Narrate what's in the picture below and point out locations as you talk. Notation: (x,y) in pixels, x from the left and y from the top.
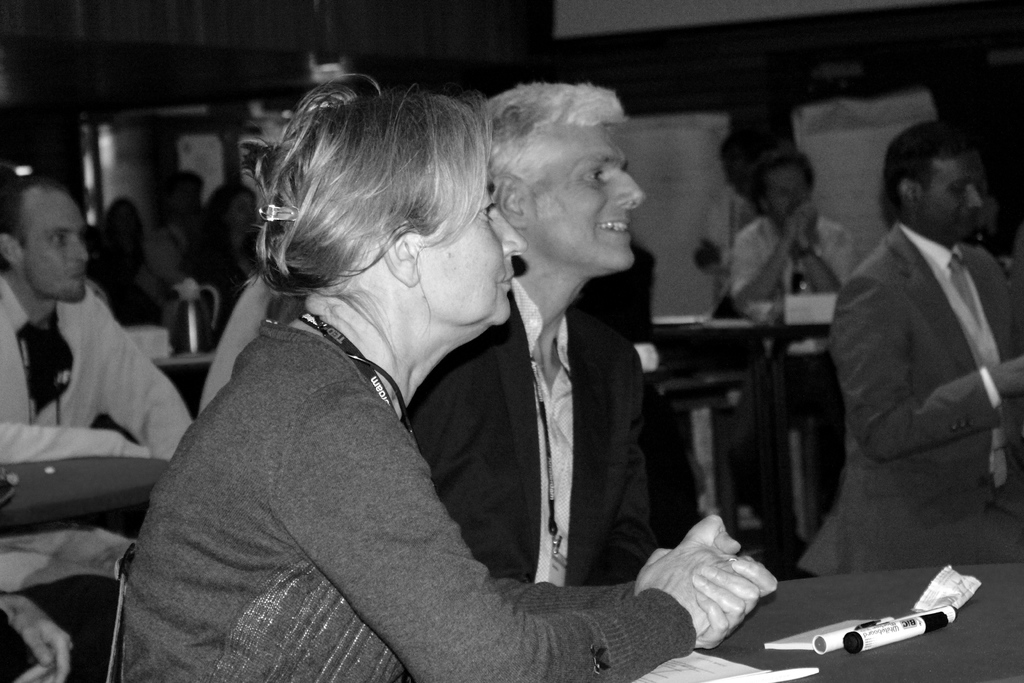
In this image we can see few people (343,429) sitting on chairs (732,380) in a room (670,384) and there are tables (873,594), on the table (1007,606) there are pens (893,617) and paper (682,678) and on other table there is a jug (204,312) and in the background (685,209) there is a wall (738,85) with posters (852,123).
